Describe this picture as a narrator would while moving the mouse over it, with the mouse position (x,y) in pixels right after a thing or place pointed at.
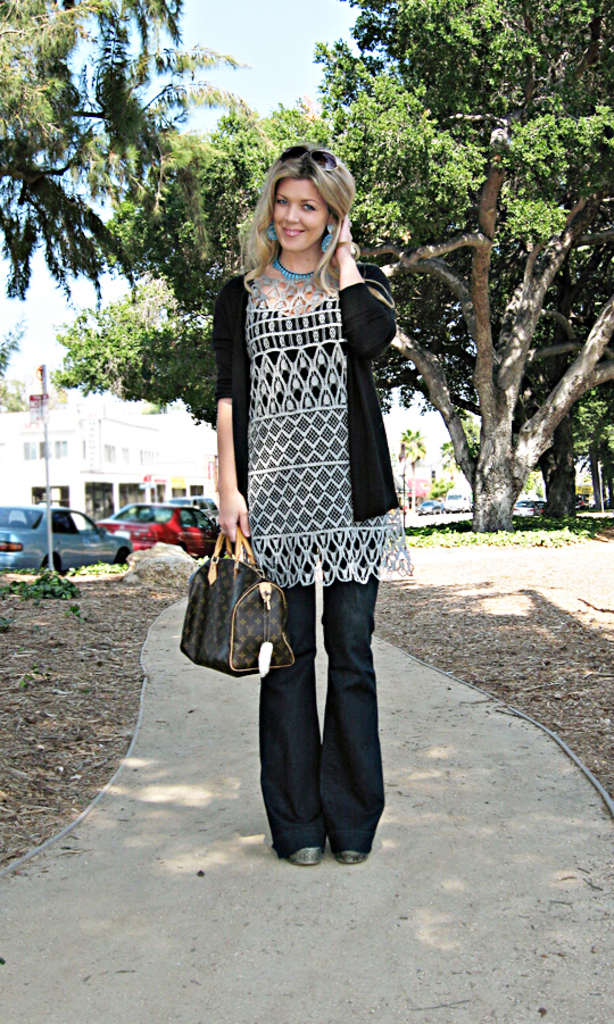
In this picture there is a lady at the center of the image (373,553), she is holding the bag (196,580) in her hand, there are cars (120,517) at the left side of the image (68,544) and some trees (8,66) around the image.
